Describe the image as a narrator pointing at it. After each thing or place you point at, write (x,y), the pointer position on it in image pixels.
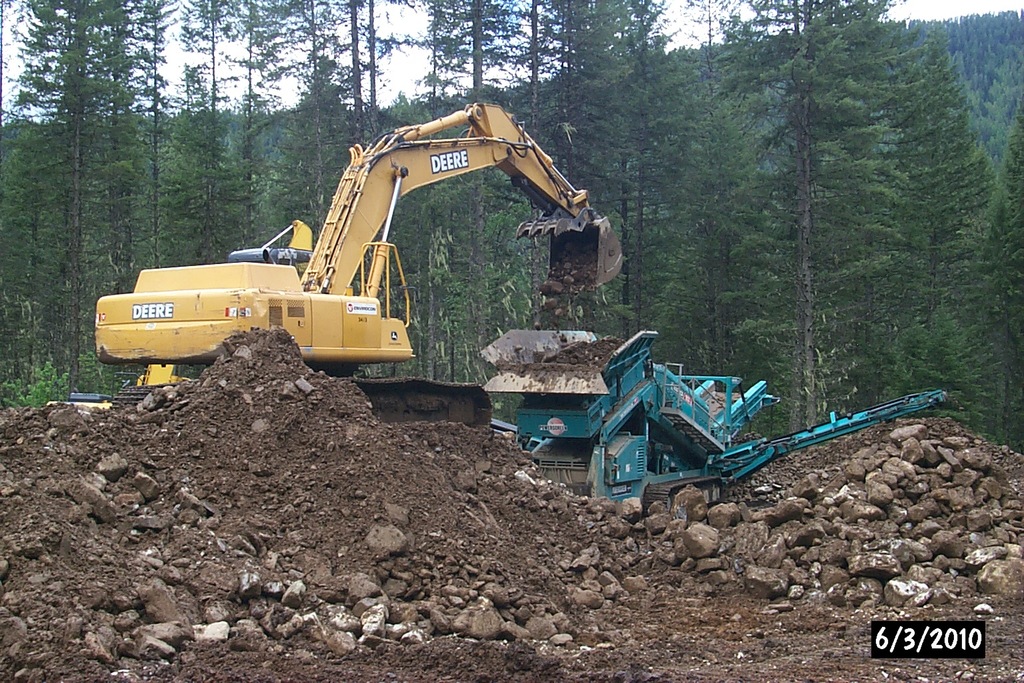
This image is taken outdoors. At the bottom of the image (401,483) there is a ground (527,623) with soil (210,571) and there are many stones (431,564) on the ground (670,580). In the background (121,268) there are many trees (94,156) and plants (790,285). At the top of the image (416,37) there is the sky (411,54). In the middle of the image (559,436) there are two machines (645,394) on the ground (21,605).
